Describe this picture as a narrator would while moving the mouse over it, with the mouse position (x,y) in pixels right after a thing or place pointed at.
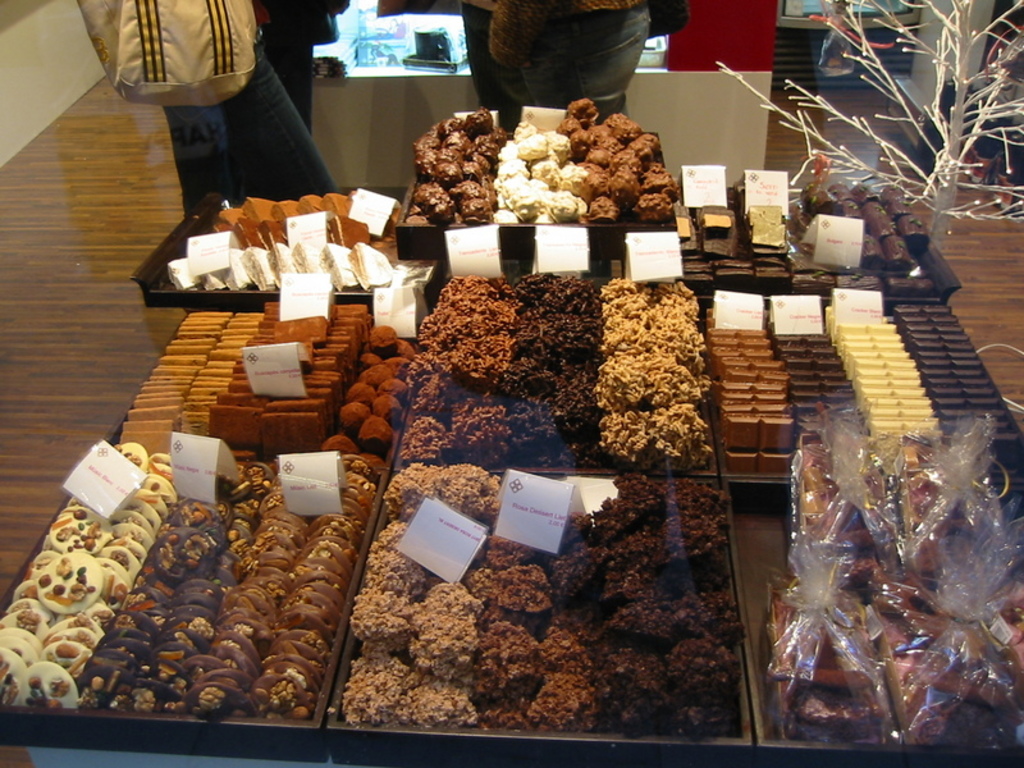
In the image in the center (549,380), we can see baskets (911,612), banners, chocolates (911,594), plastic covers (909,589), biscuits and some food items (496,484). In the background (40,47) there is a wall (44,61), table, few people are standing and few other objects (146,78).
